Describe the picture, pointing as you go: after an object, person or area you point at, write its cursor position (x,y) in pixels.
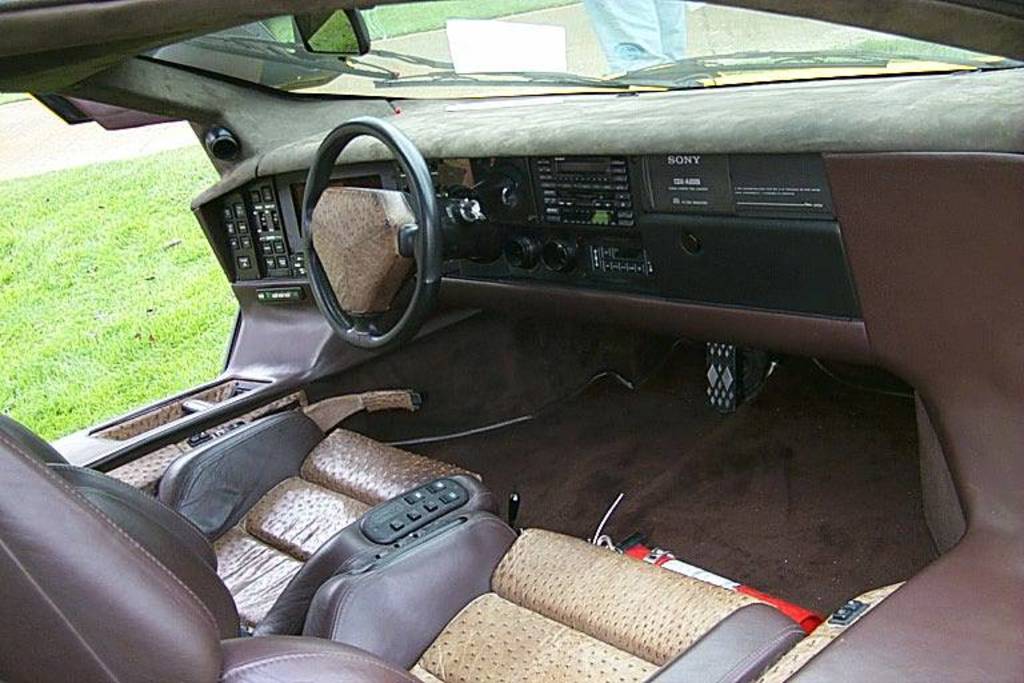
This is clicked inside a car (864,181), on the left side (138,263) there is grassland (106,224) and a person (601,27) standing in the front (629,46).
